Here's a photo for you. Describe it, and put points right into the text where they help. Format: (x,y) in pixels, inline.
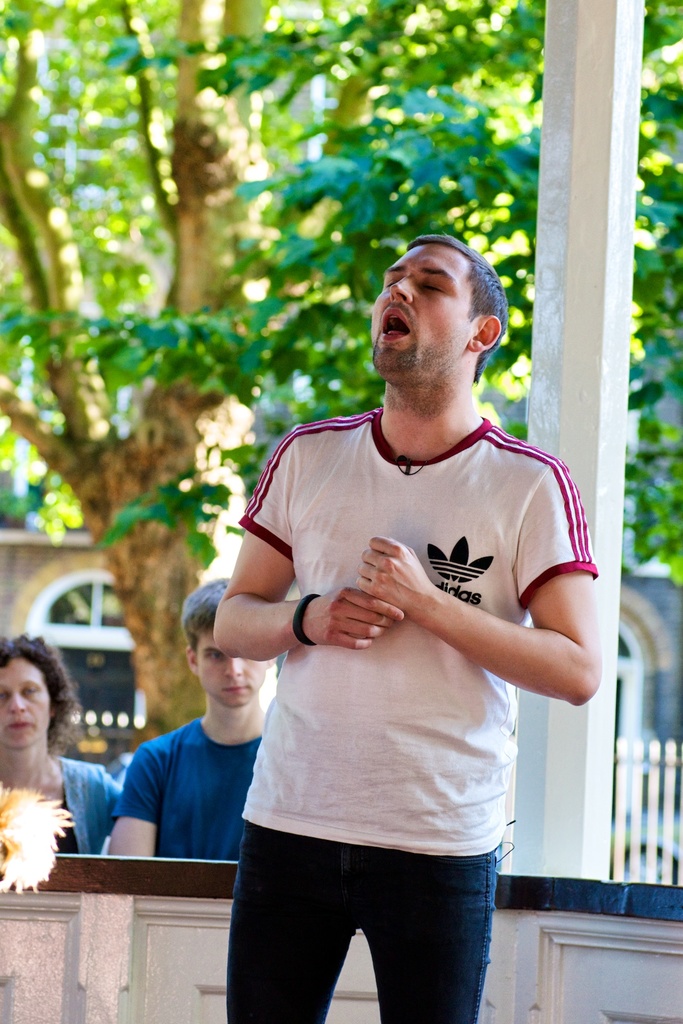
In this picture we can see a man (318,701) in the white t shirt (370,728) is standing on the path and behind the man (329,941) there are two other people (164,784) are sitting. Behind the people (171,834) there are trees (177,572) and houses (101,646).
